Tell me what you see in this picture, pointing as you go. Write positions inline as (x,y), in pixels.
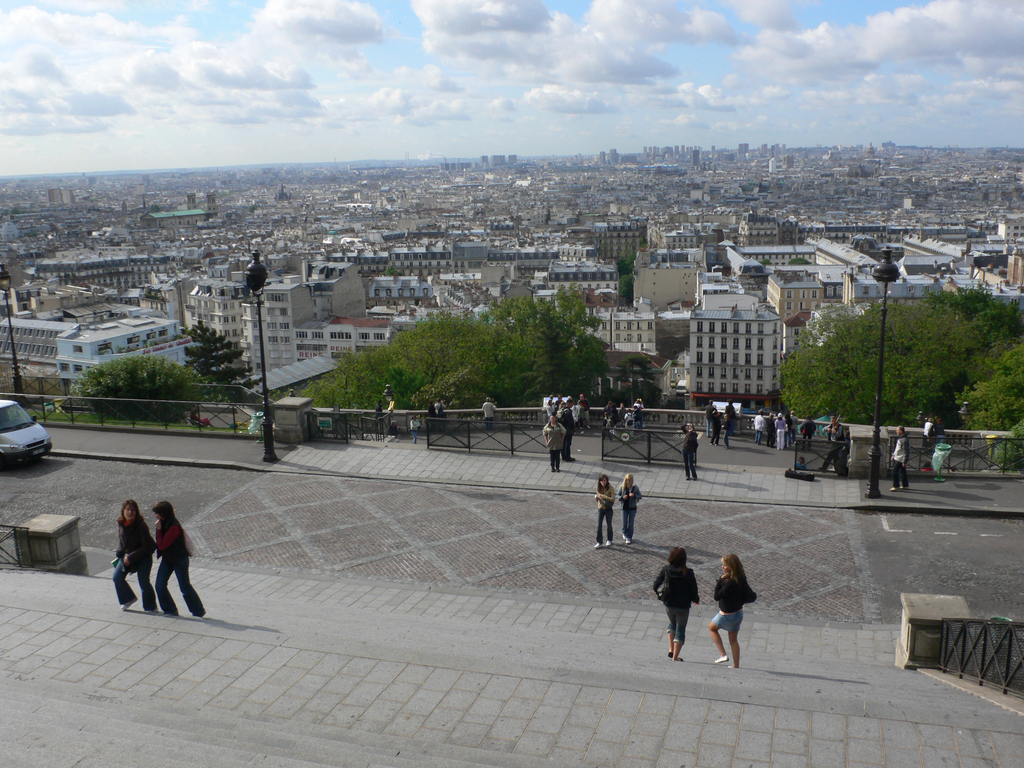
In this image, we can see some people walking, there is a car (3,449) on the left side (6,437), we can see the fence (977,649), there are some poles (963,421), we can see some green trees (510,374) and there are some buildings (967,224), at the top (559,60) we can see the sky (458,65) and some clouds (485,87).
